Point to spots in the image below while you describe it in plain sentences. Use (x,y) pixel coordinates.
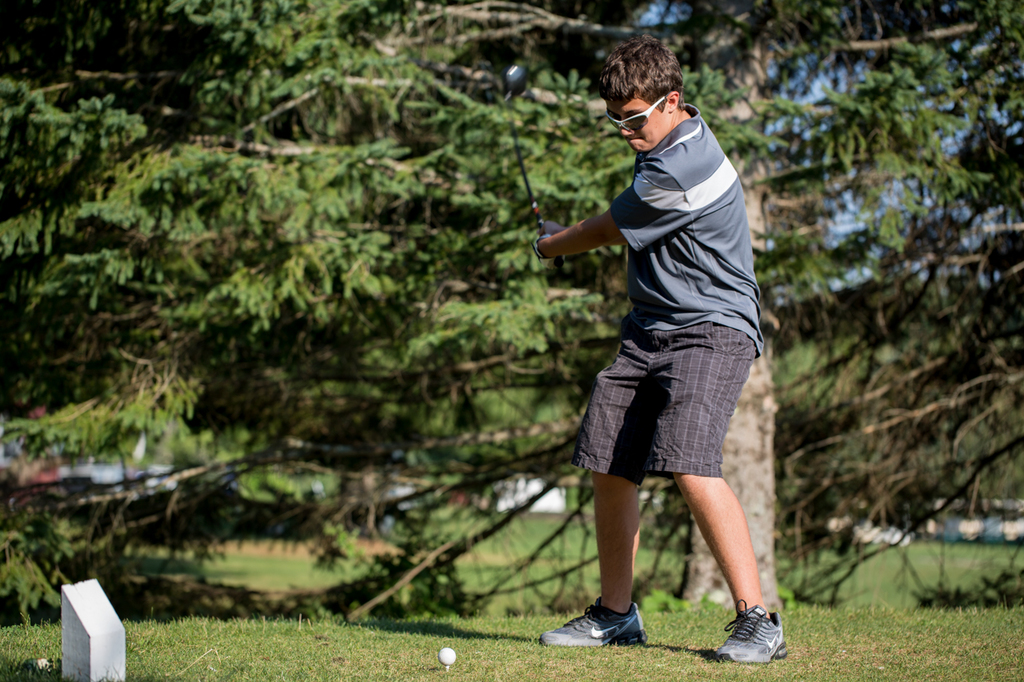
In the center of the image (651,341) there is a person (555,635) playing golf. At the bottom of the image (454,641) there is grass (419,667). There is a golf ball (446,651). In the background of the image (431,214) there are trees (331,217).
